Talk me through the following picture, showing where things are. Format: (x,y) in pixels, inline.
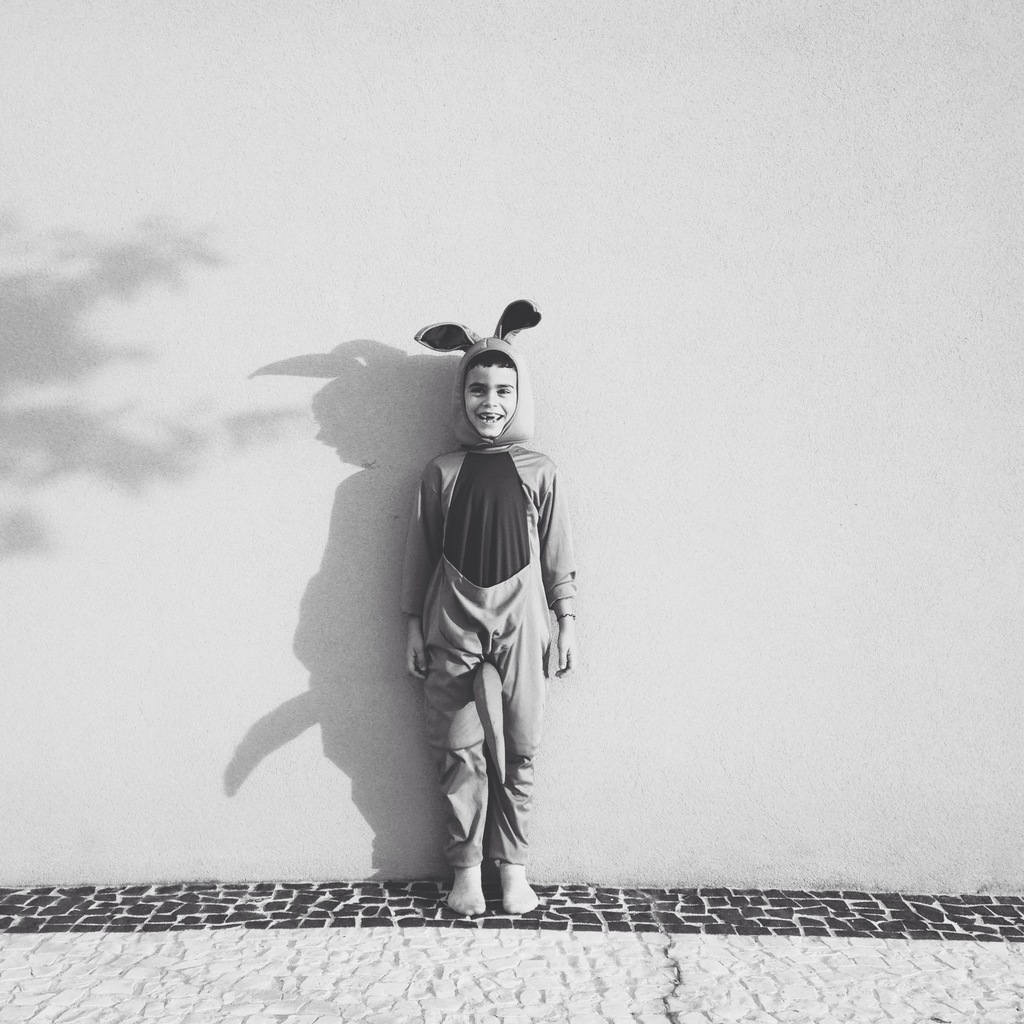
In this image I can see a person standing and the person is wearing a costume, background (754,604) I can see the wall (782,489) and the image is in black and white.
